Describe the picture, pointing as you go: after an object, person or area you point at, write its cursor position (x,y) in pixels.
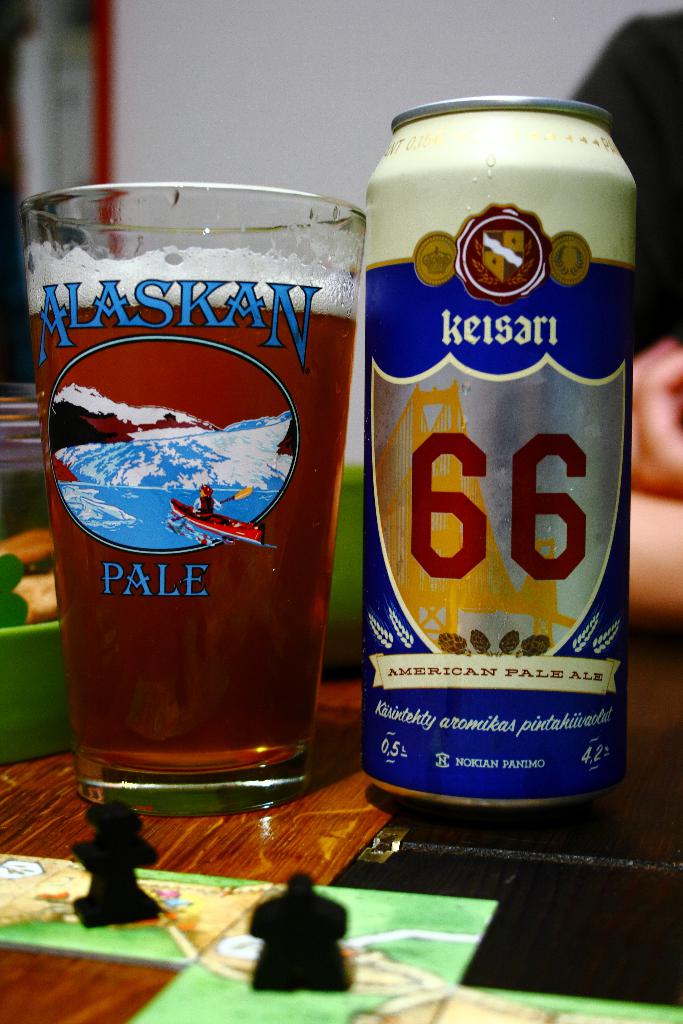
There is a wooden surface (171,857). On that there is a can (533,531) with something written on that. Also there is a glass (229,483) with something written. And there is an image (146,427). Inside the glass (190,405) there is a drink (184,598). In the back (349,103) there is a wall (263,97).
